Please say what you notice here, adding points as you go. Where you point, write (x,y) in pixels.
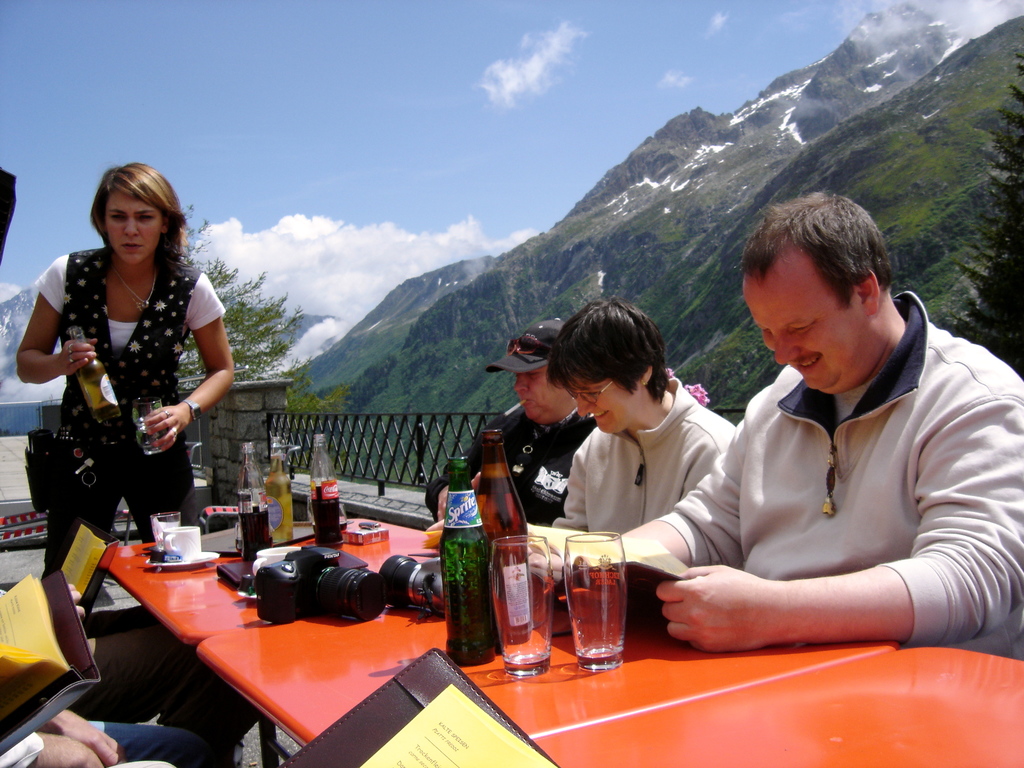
The image is taken in a restaurant (685,419). In the foreground of the picture (586,625) there are tables (748,708), glasses (505,577), bottles (315,521), cameras (304,574), cups (274,552) and other objects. On the left (40,614) there are people (126,304) and menu cards (325,767). On the right (903,514) there are three people (722,456) sitting. In the background (276,262) there are mountains (349,357), railing (291,418), tree (236,317) and clouds (246,245). Sky (426,39) is clear and it is sunny.
